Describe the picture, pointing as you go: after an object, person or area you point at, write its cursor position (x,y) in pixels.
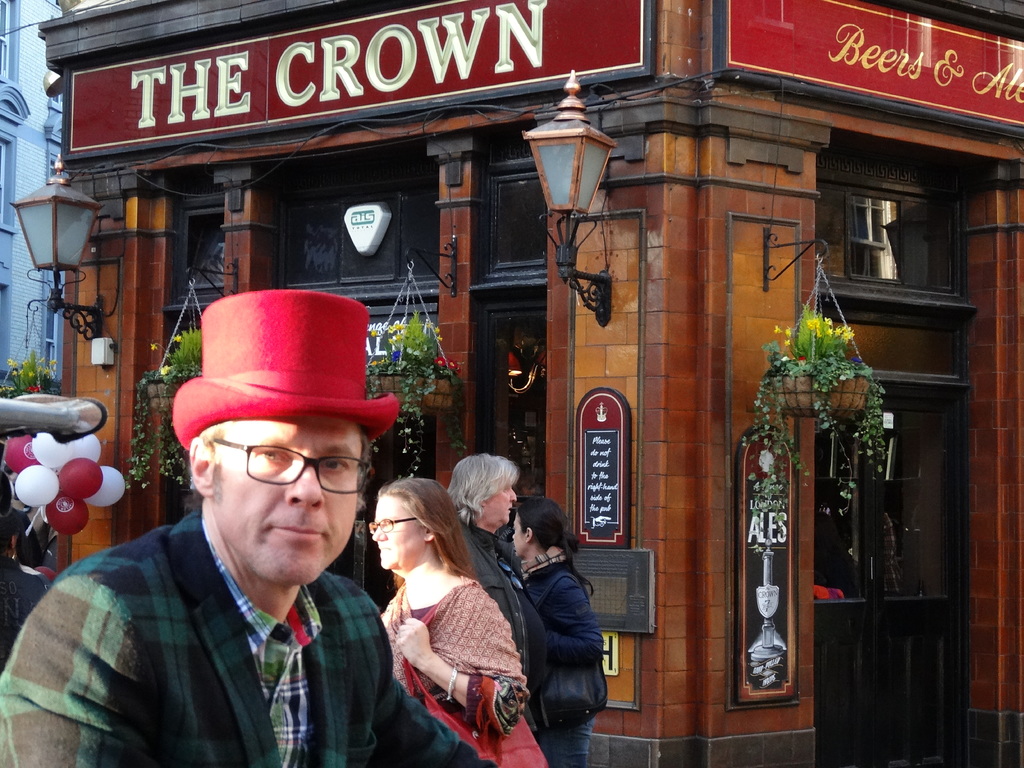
In the foreground of the picture (311,633) we can see people (259,616). In the middle (417,386) we can see lamps (561,222), flower pots (456,382), flowers (442,361), board (832,5) and building (642,463). On the left (79,474) there are balloons (67,473) and a building (20,48).
